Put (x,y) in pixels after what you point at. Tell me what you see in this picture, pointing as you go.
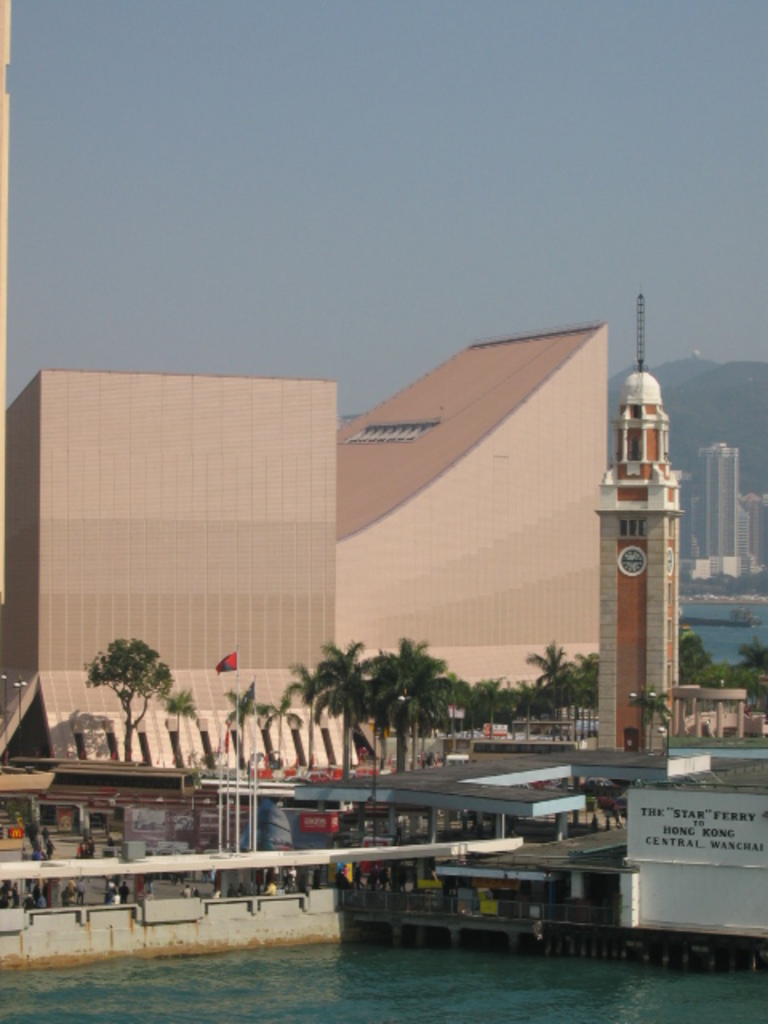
This is an outside view. At the bottom of the image (304,990) I can see the water (340,990). In the middle of the image (369,519) there are few buildings (464,679) and trees (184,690). On the left side (6,896) there are few people (189,889) on the ground (177,881). On the right side (626,524) there is a clock tower (632,513). At the top of the image (384,173) I can see the sky (384,166).
